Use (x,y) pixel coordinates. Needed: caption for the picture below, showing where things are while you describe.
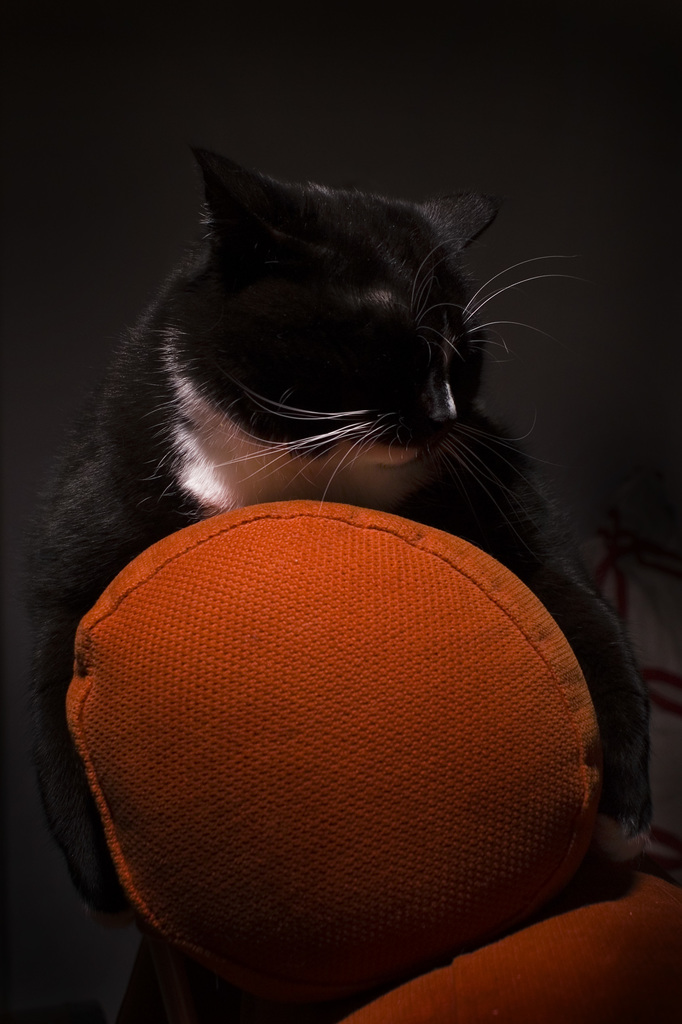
In this image we can see a cat (413,315) holding a sofa armrest (474,727) in the hands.
